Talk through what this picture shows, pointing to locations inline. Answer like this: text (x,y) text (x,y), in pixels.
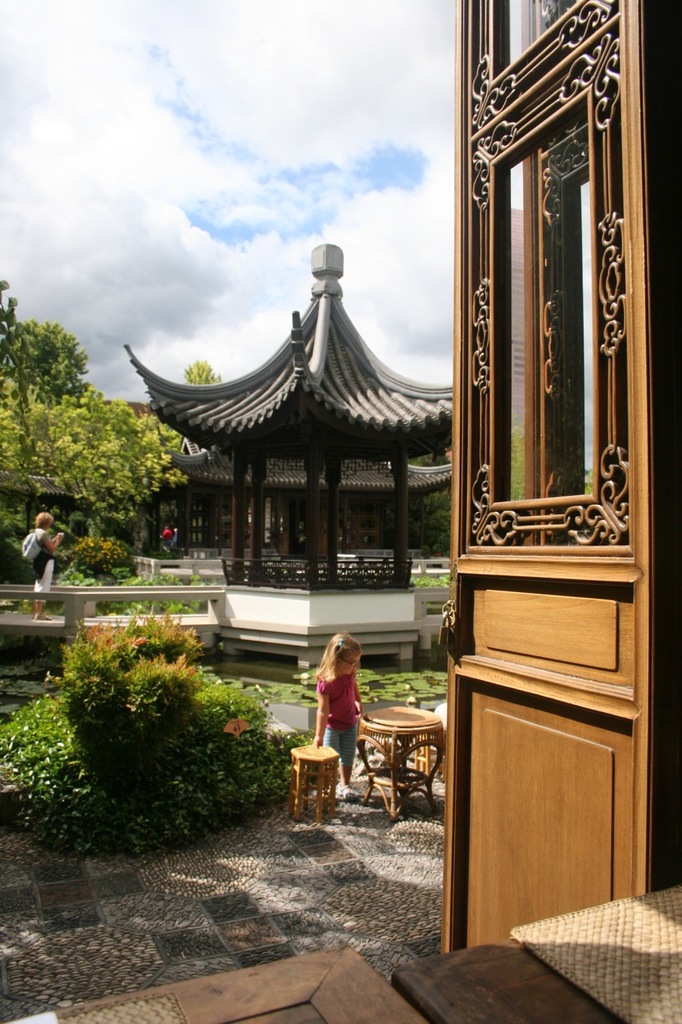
In this picture we can see a kid (346,725) is standing in the front (344,682), there are some plants (136,699) and water (292,705) in the middle (308,682), on the left side (48,574) there is a person (38,564) standing, in the background (18,546) there are some trees (1,398), we can also see a shelter (311,419) in the background (316,362), there is the sky (270,137) and clouds (268,140) at the top of the picture (215,170), there are two tables (437,746) in the front (427,739).
